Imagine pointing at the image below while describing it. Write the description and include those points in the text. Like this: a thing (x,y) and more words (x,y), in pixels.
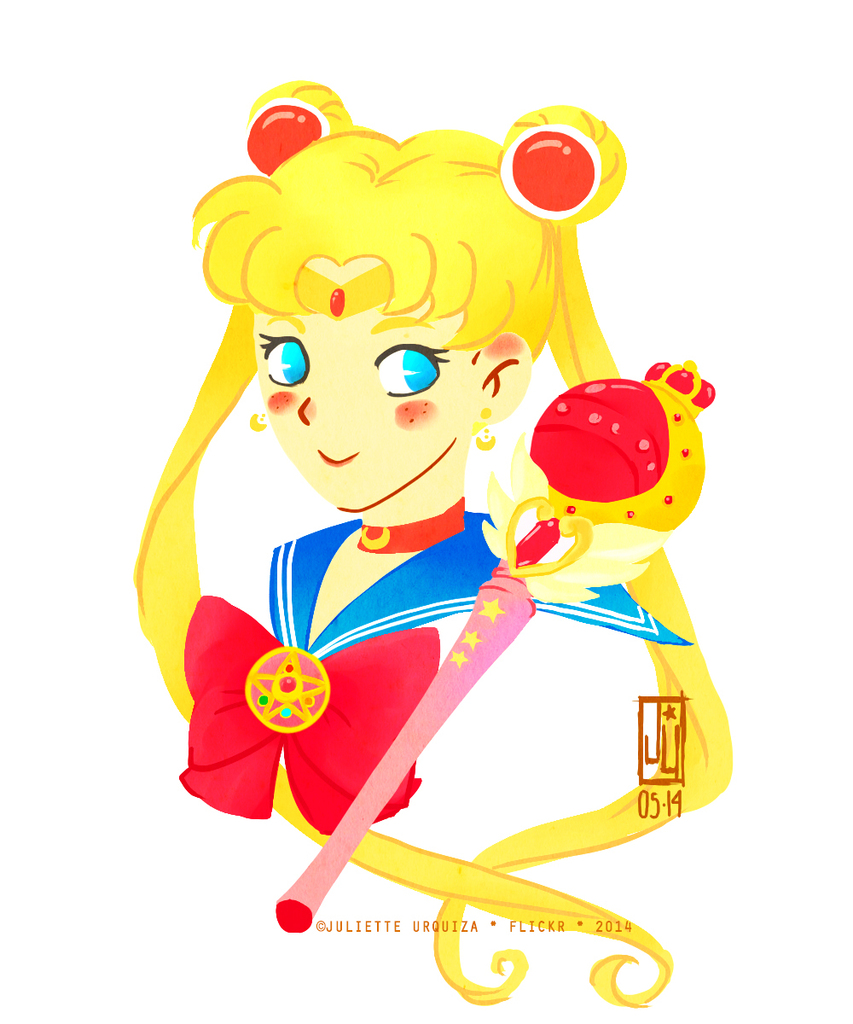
In this picture we can see a cartoon image (224,636) of a girl (410,183), bow tie (396,693), stick (629,406) and some text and in the background (337,36) we can see white color.
